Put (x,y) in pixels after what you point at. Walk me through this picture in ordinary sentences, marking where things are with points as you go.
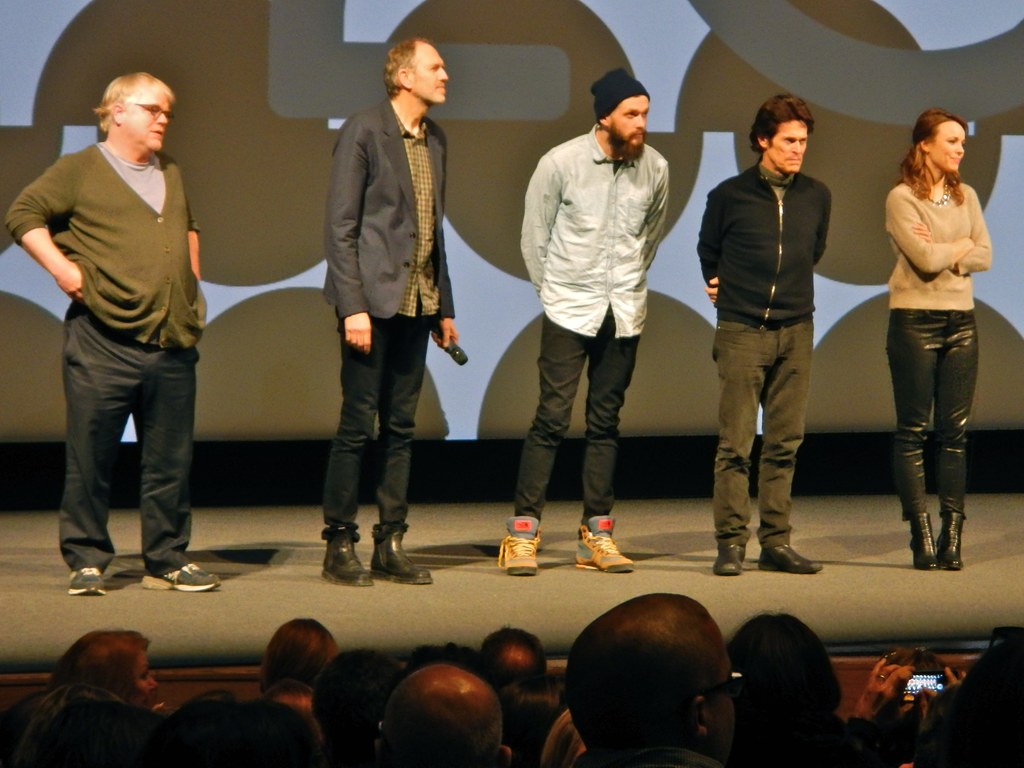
There are five persons (607,459) standing on the stage (571,529) and he is holding a mike (453,352) with his hand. Here we can see group of people (664,681).
